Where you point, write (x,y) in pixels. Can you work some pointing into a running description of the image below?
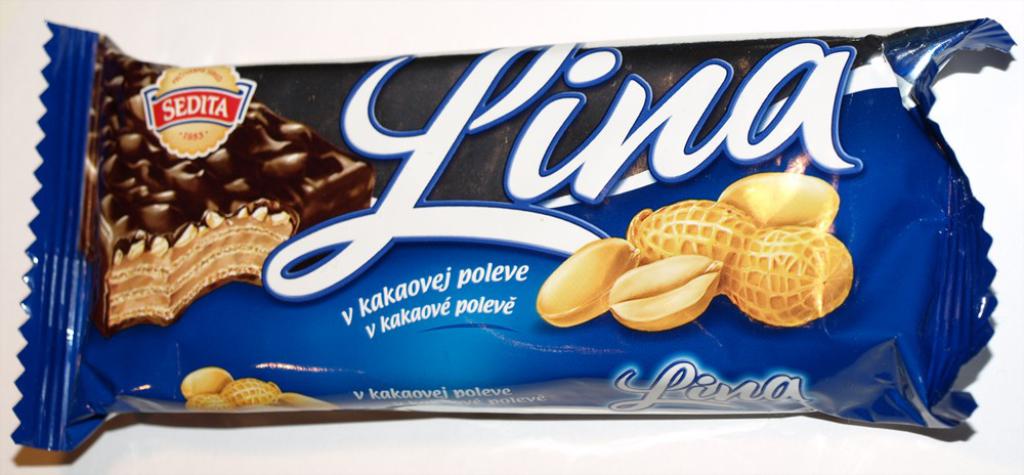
This is the picture of a chocolate cover (665,284). There is a chocolate (264,163), text (819,127) and groundnut (825,260) on the chocolate cover (627,233). At the back (164,39) there is a white background (230,48).
